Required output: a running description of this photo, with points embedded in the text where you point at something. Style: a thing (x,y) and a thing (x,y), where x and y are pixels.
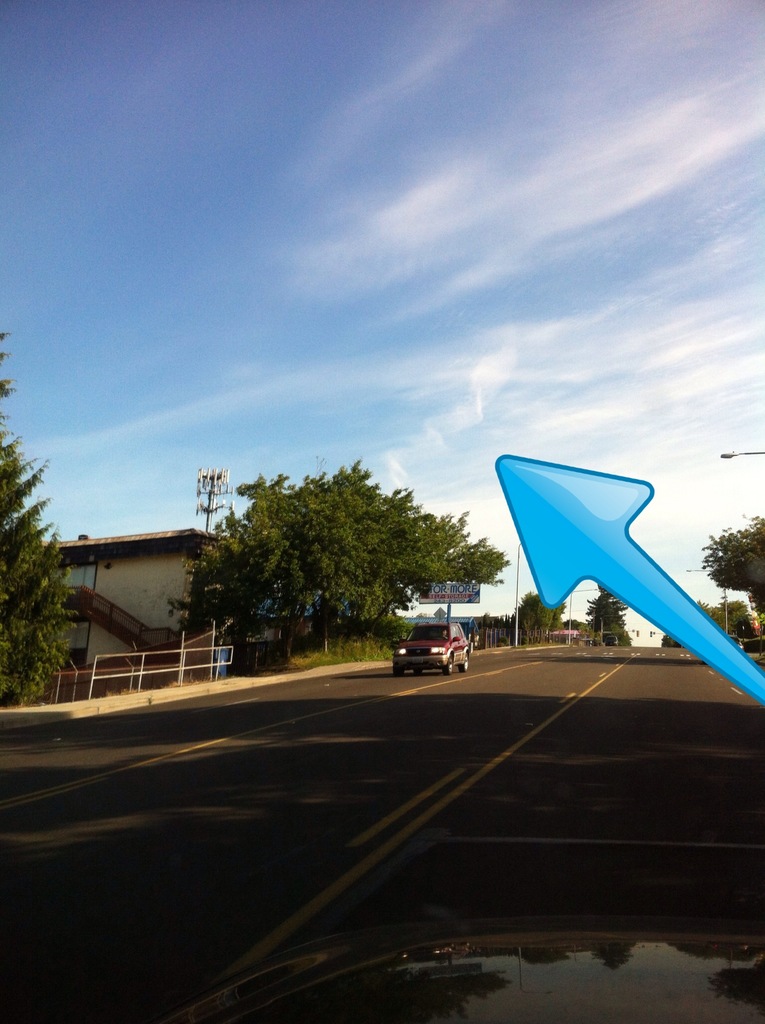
This looks like an edited image. I can see a car (420,655) on the road (441,712). This looks like a building (118,582). These are the trees (349,579). I can see the clouds (489,268) in the sky (411,295). This is an arrow mark (589,553), which is blue in color.
